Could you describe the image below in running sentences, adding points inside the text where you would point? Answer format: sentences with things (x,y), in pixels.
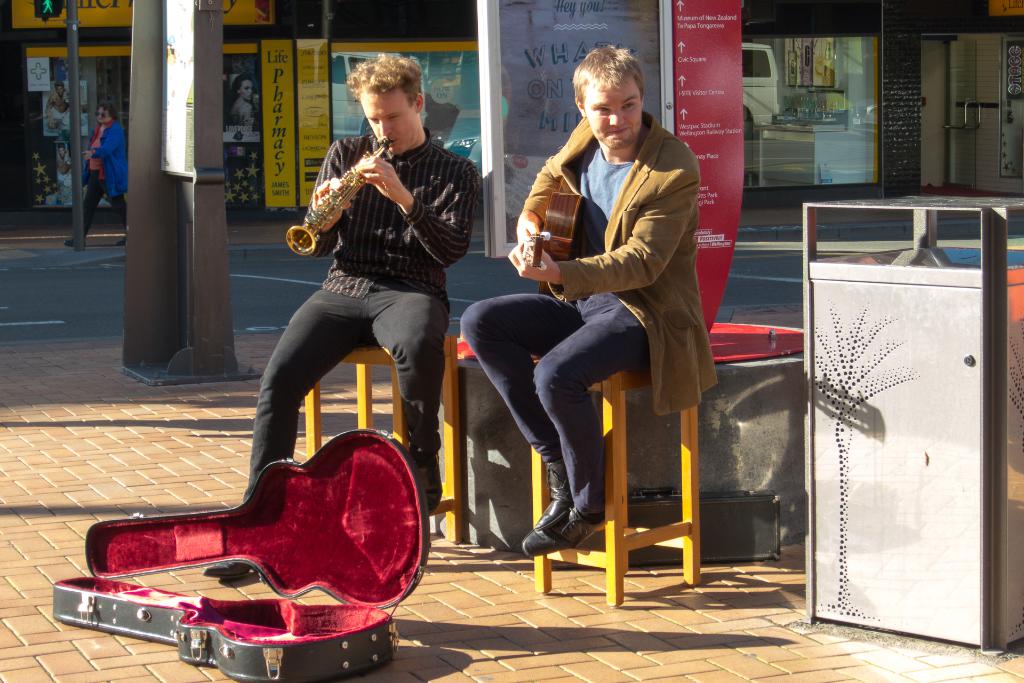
In the picture we can find two men (574,411) sitting on the stools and a floor (96,478) we can find a guitar box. One man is playing a musical instruments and the second person (589,420) is playing a guitar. In the background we can find some shops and advertisements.
